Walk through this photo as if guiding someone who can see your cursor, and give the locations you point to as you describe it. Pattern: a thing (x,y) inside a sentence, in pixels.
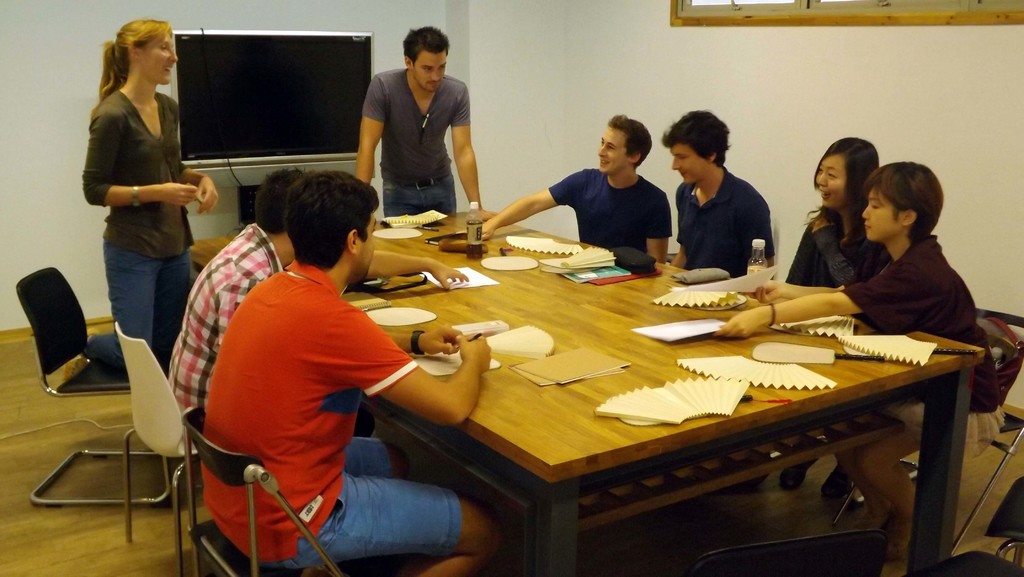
This picture shows there are two men (287,364) sitting on the chair (191,424) on the left (323,298) and there are four people (696,141) sitting on top right (692,154) on the chair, there is a man (445,198) and woman (131,119) standing and smiling, there is a table (547,428) in front of them with some papers (659,406) and cardboard (561,356) a bottle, notebooks (611,279) and some stationery (631,274), there is also a smartphone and in the backdrop (300,56) there is a television (289,108) and on the right (808,87) there is a wall (747,80) and the window (922,14).
